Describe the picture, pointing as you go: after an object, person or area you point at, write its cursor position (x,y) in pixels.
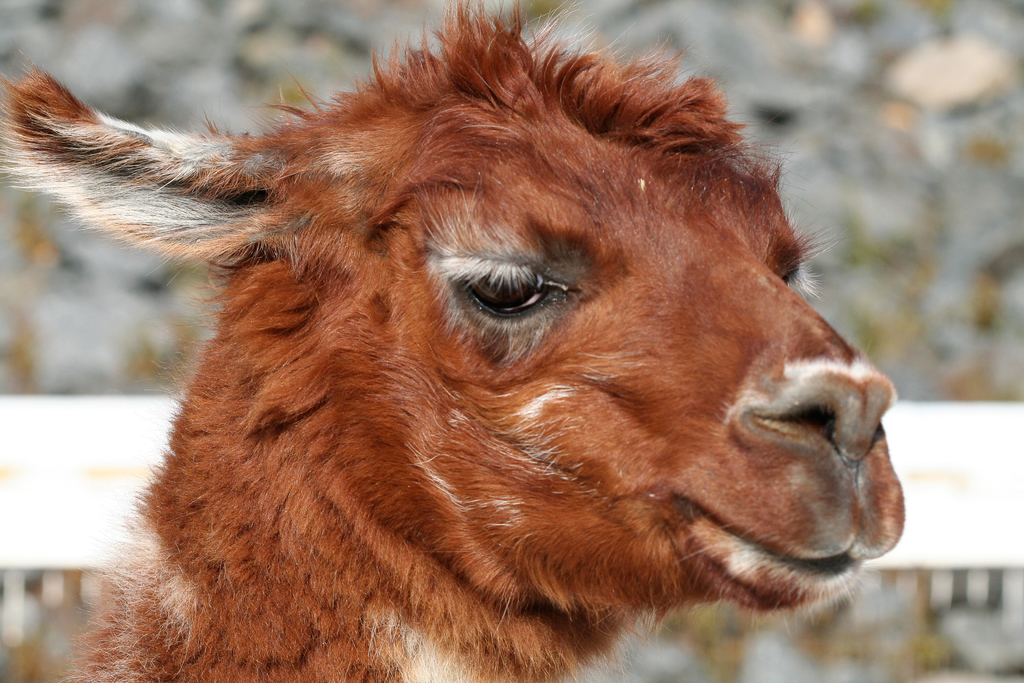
In this image I see an animal (531,252) over here which is of brown and white in color and I see that it is blurred in the background (939,421).
